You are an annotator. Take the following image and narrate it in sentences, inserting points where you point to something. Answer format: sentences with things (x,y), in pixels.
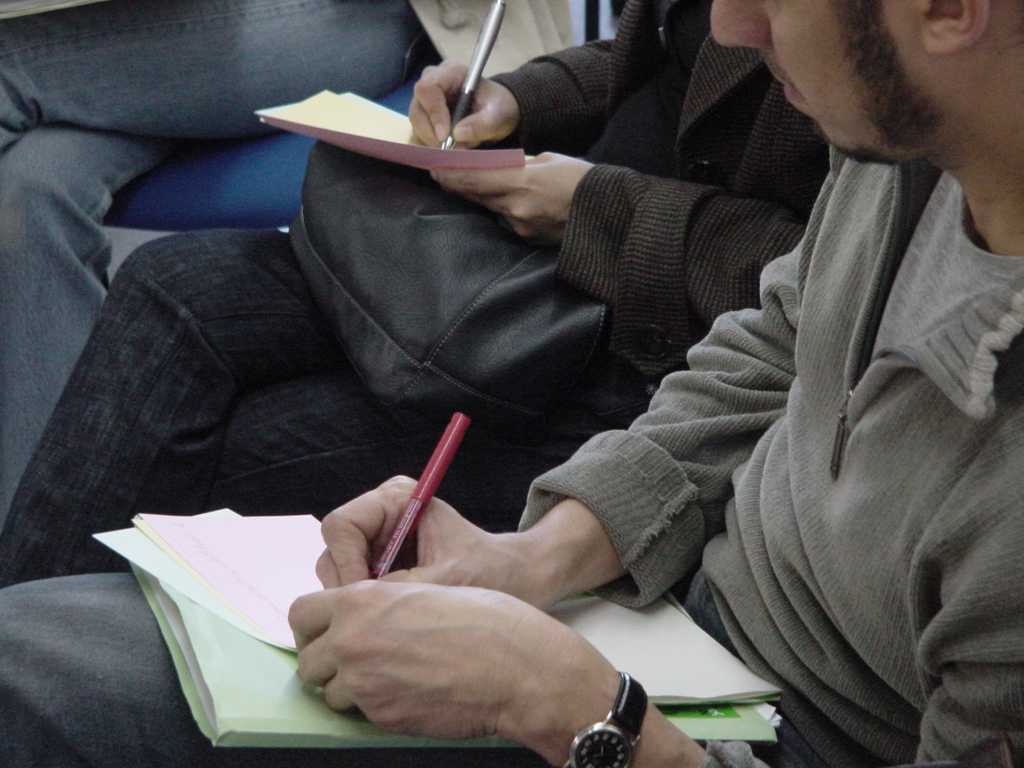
This image consists of a man (617,521) writing on a paper (293,526). Beside him there is a woman (515,101) holding a black color bag (391,260). He is also wearing a watch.
